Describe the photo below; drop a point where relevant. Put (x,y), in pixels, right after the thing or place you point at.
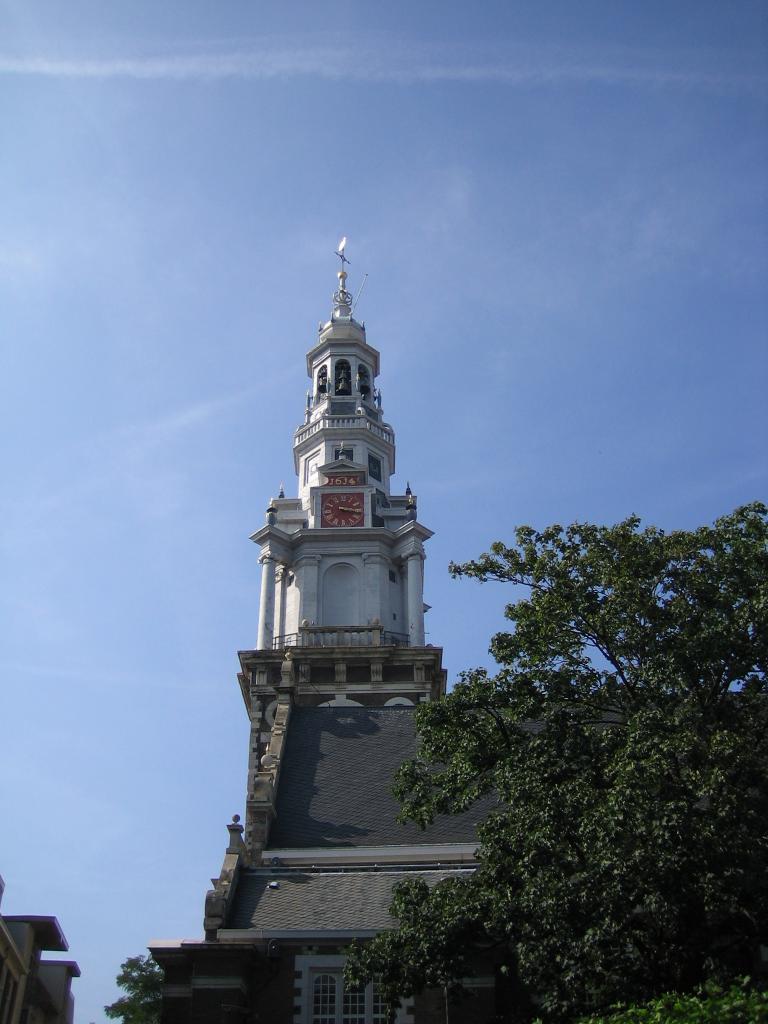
There is a tower (337,602) on a building (323,875) in the middle of this image (313,659). We can see a tree (554,720) on the right side of this image (569,853) and the blue sky (264,452) is in the background (466,506).
